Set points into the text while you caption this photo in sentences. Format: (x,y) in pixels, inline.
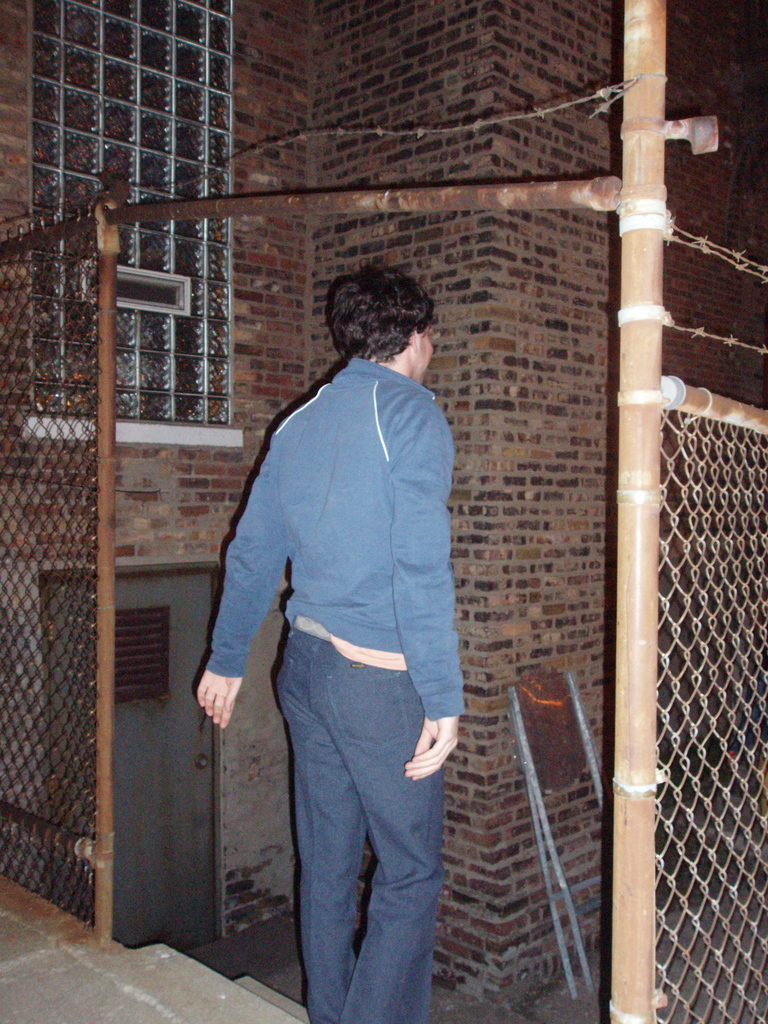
The man (409,622) in the middle of the picture (366,559) wearing a blue jacket (366,594) and blue jeans (318,746) is standing on the staircase (251,1004). Beside him, we see a fence (645,773). In front of him, we see a building (370,214) which is made up of bricks (491,440). Beside him, we see a window (186,390). At the bottom of the picture (222,980), we see the staircase (224,1009). This picture is clicked in the dark.
